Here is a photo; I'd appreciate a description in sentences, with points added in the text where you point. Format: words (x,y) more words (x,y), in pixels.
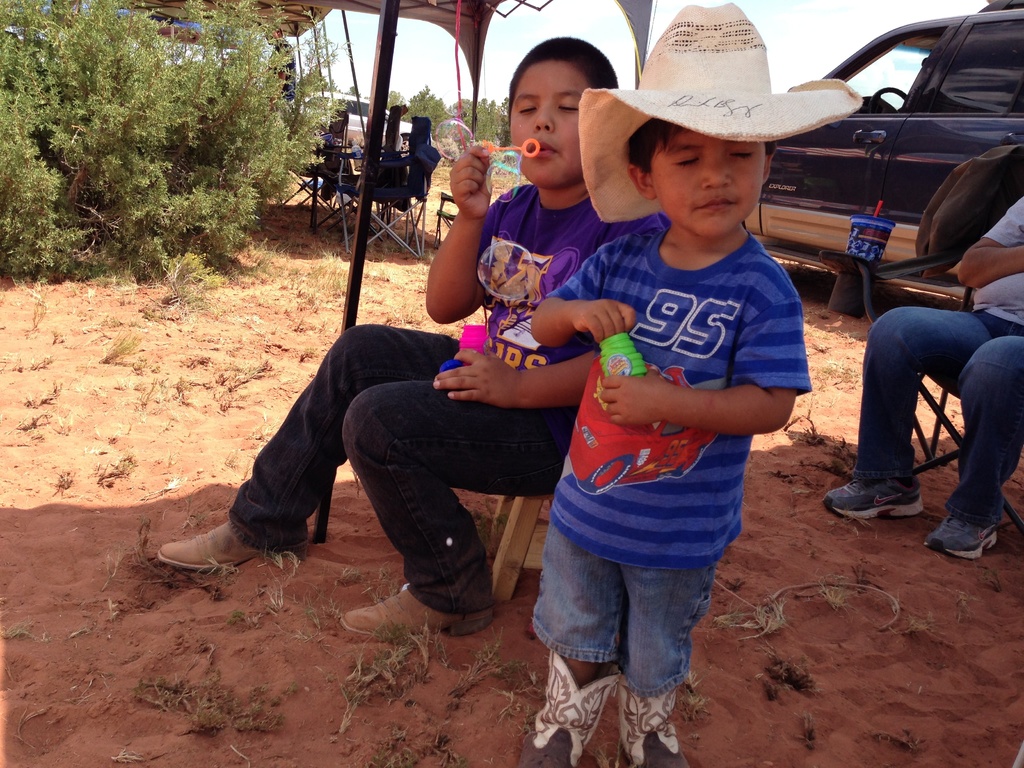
In this picture we can see some people (694,290) are sitting under the tent (461,19) and playing, side we can see few vehicles (899,197) and plants (118,251).
